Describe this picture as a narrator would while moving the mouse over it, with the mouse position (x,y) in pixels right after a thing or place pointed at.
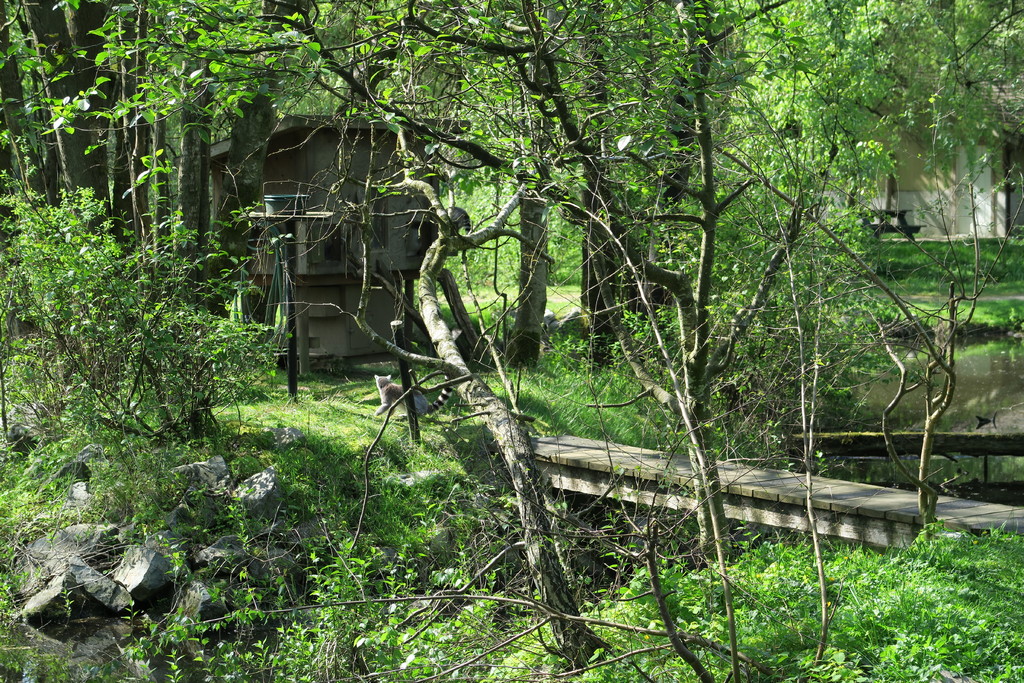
In this image I can see many trees (412,381). In-between the trees (834,215) I can see the building (302,266), rocks (36,571), an animal (397,399), wooden patio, bench (884,231) and the wall (934,166).
